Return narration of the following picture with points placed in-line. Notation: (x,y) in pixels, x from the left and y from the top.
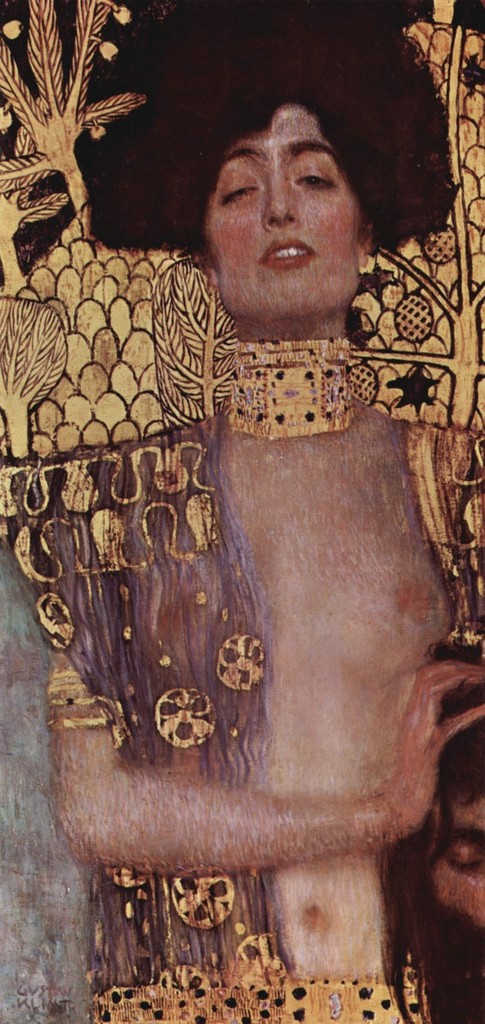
In this image I can see oil painting (179,619) of a person (215,716).
